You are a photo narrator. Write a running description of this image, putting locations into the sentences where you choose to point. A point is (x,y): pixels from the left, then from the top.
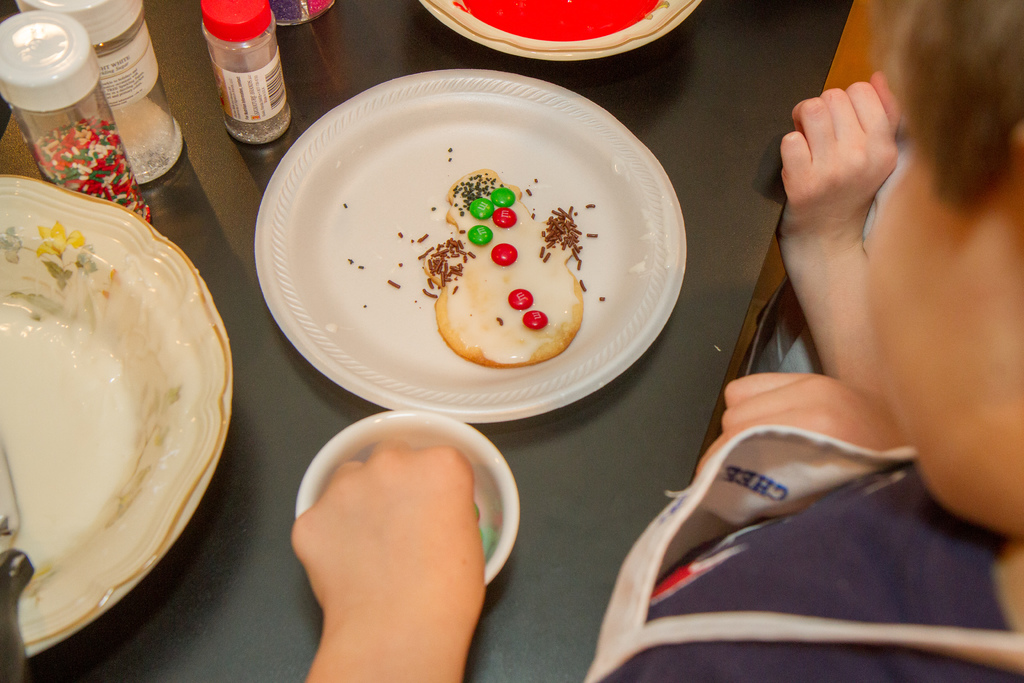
In the foreground of this image (808,468), on the right (821,376), there are two persons (774,553) standing in front of a table (616,474) on which platters (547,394) and a platter (621,288) with food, bowl (401,422) and few containers (256,65) on it.
